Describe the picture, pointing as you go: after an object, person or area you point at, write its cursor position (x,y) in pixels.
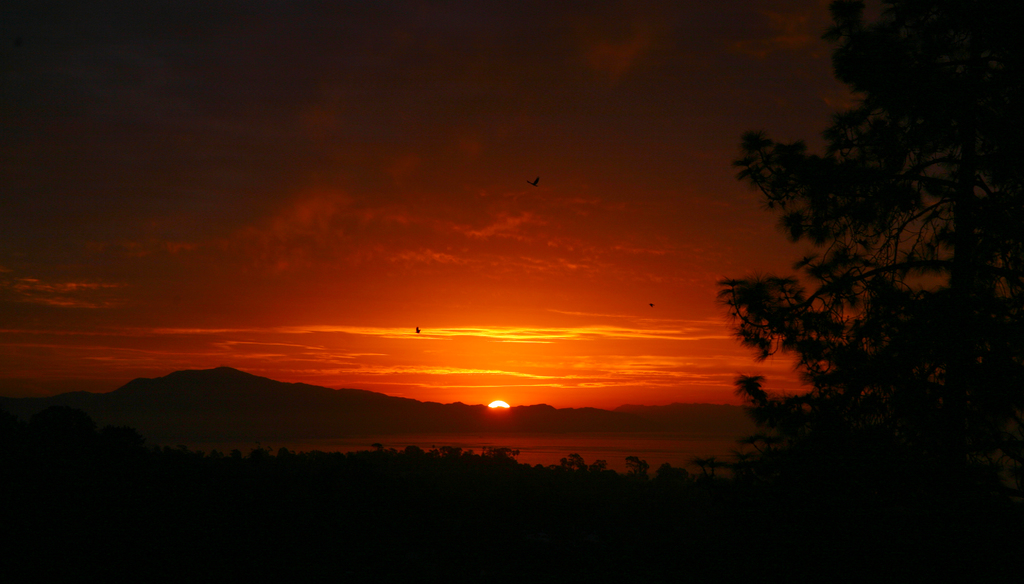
In this image we can see some trees (933,495) and we can see the mountains (331,405) in the background (240,378) and there are few birds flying and at the top (286,161) we can see the sky (762,125) and sunlight (436,389).
